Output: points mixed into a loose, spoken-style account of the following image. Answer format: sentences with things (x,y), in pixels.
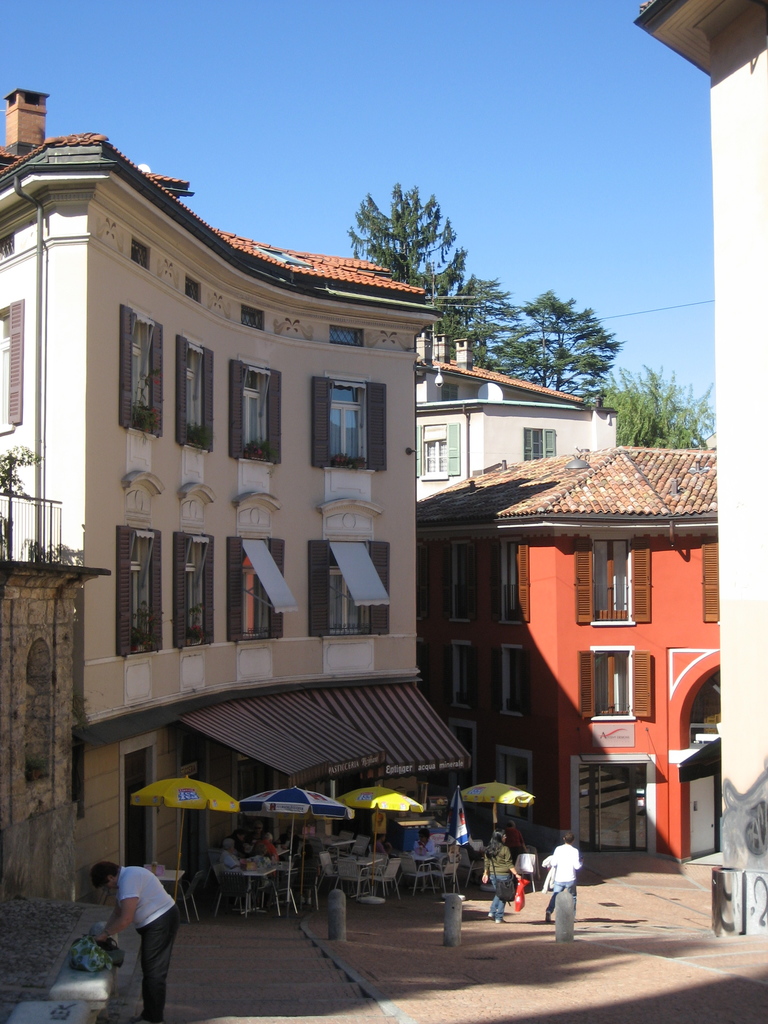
Here we can see buildings (303,485), glass doors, windows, pipe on the wall (60,292), trees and sky (428,66). On the ground (385,971) we can see few people (148,937) standing, sitting on the chairs (232,886) at the tables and there are umbrellas (169,796) and a flag (464,819).
